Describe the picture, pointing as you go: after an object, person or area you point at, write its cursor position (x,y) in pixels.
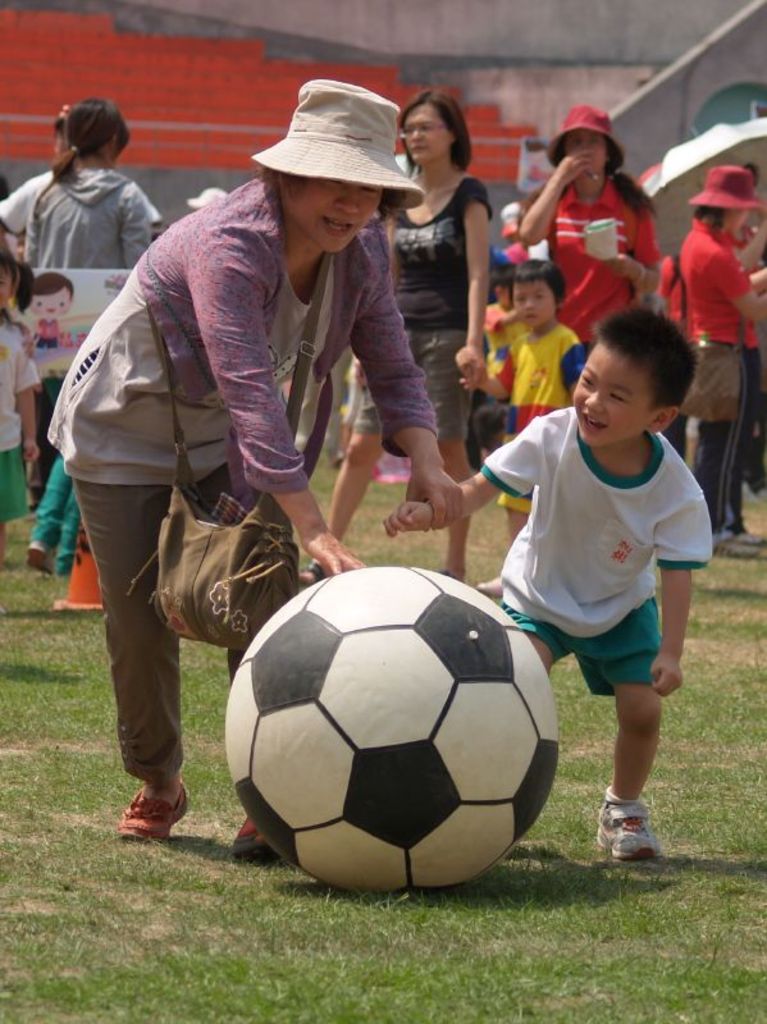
In this image, we can see a woman (281,447) and kid (578,535) are smiling and holding their hands (426,501) each other. Here we can see a ball (426,819) on the grass (406,983). Background (693,181) we can see few people (25,417), wall (549,131), umbrella (672,157). Here we can see few people (580,169) are wearing a hat (570,125). On the left side of the image (74,608), we can see a cone (85,601).
